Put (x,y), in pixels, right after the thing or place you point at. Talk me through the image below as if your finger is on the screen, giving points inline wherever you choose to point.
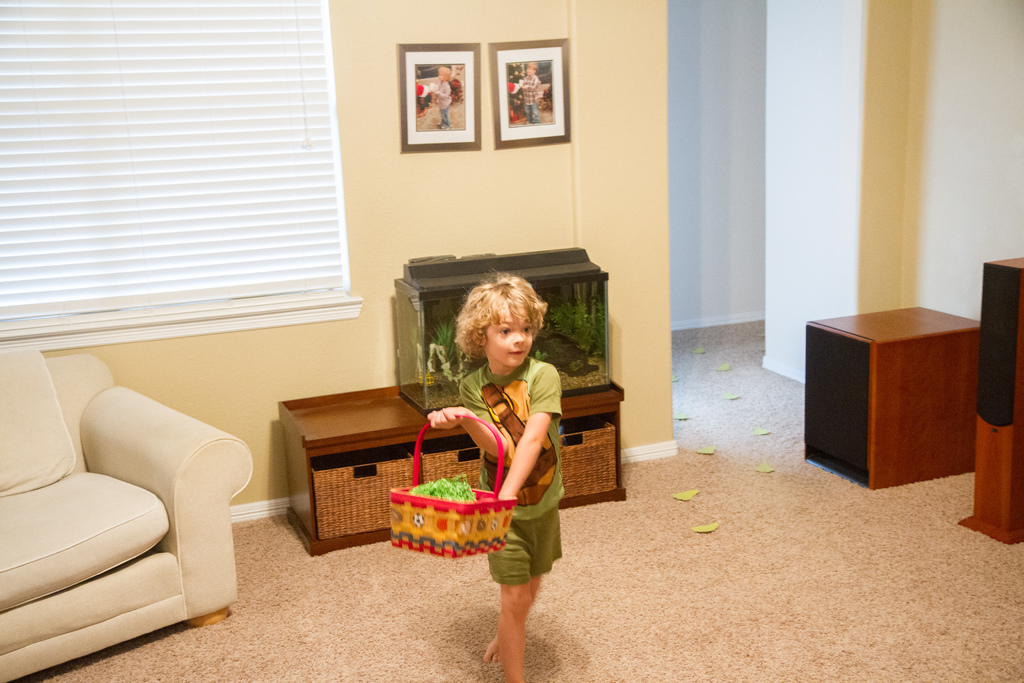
In the center (430,424) we can see one boy (539,515) standing and holding basket (392,523). In the background (65,185) there is a window (275,170), couch (96,586), table (319,440), aquarium (435,302). photo frame (468,88), speaker (1001,306), wall (934,286) and pillar (855,293).
